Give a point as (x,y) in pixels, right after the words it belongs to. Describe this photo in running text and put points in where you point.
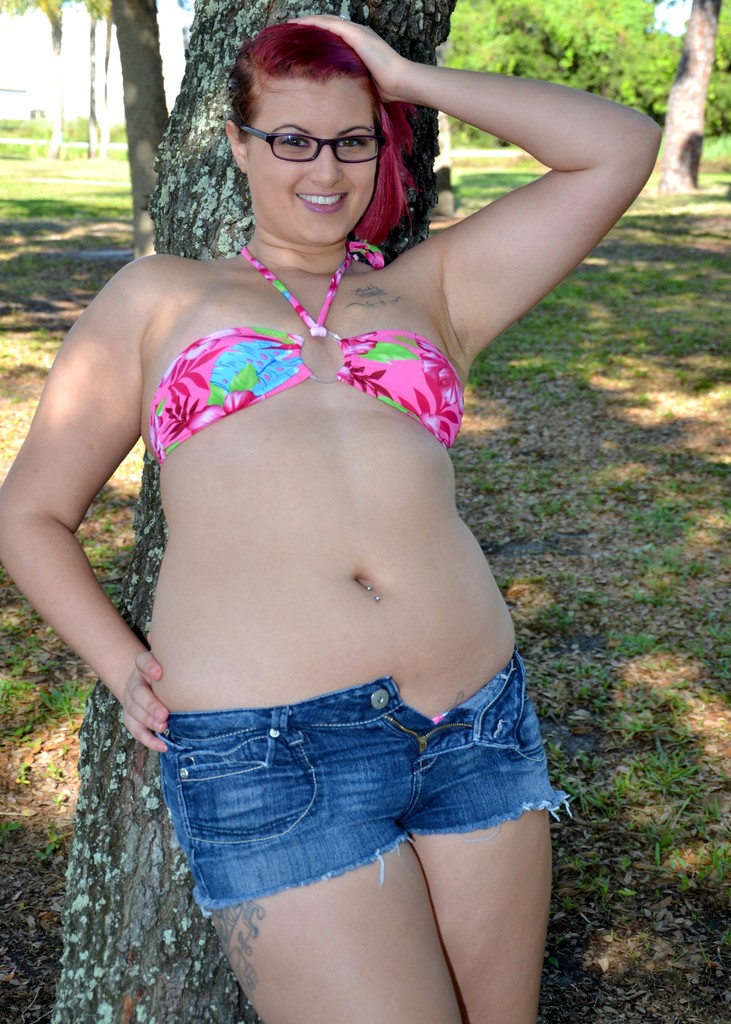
In the center of the image (326,472) we can see a person (288,485) standing at the tree (78,840). In the background (19,133) there are many trees (610,66) and grass (663,271).
